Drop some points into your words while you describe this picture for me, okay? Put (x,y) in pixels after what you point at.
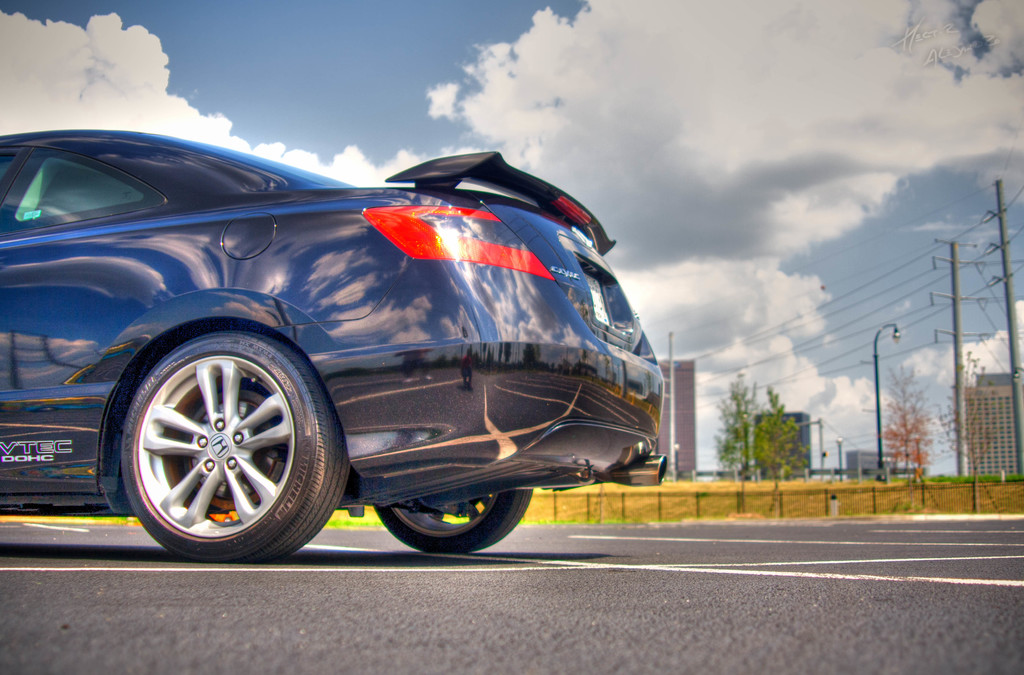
In this picture I can see the vehicle (421,286) on the road (586,568). I can see the metal grill fence (896,488). I can see trees (748,403). I can see electric poles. I can see clouds (791,404) in the sky (717,231). I can see the buildings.
